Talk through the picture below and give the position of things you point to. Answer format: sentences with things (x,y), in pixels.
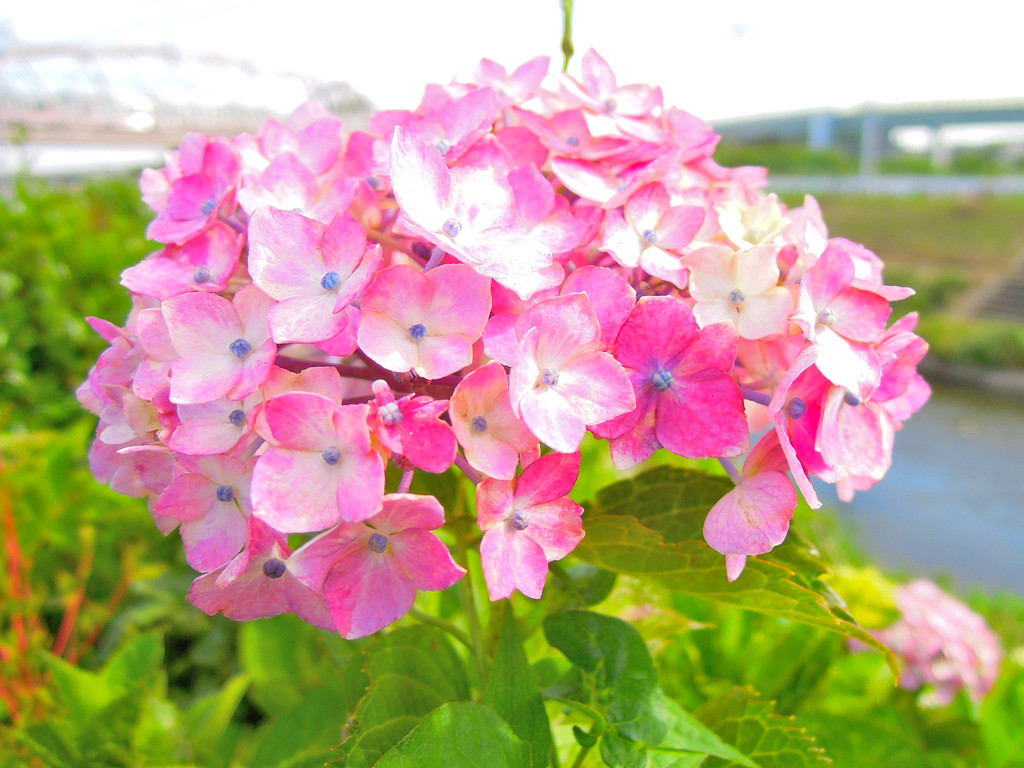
In this picture I can observe a bunch of flowers (421,416). The background (96,568) is blurry.
